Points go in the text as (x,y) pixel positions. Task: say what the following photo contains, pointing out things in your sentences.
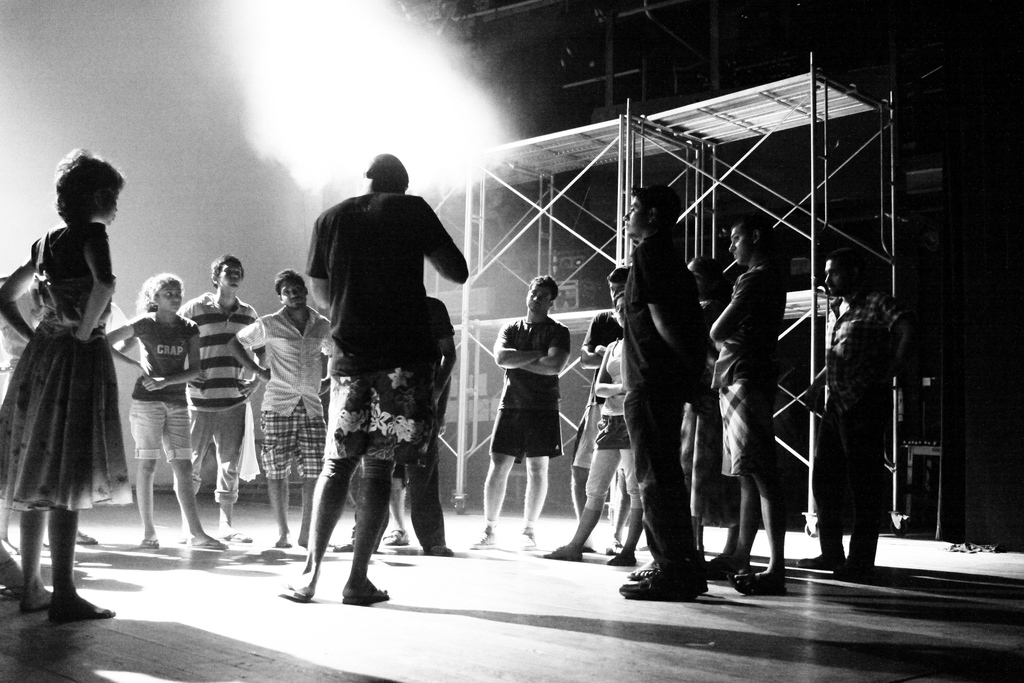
This is a black and white image, in this image there are people (628,344) standing, in the background (672,111) there is an iron frame (828,101).
